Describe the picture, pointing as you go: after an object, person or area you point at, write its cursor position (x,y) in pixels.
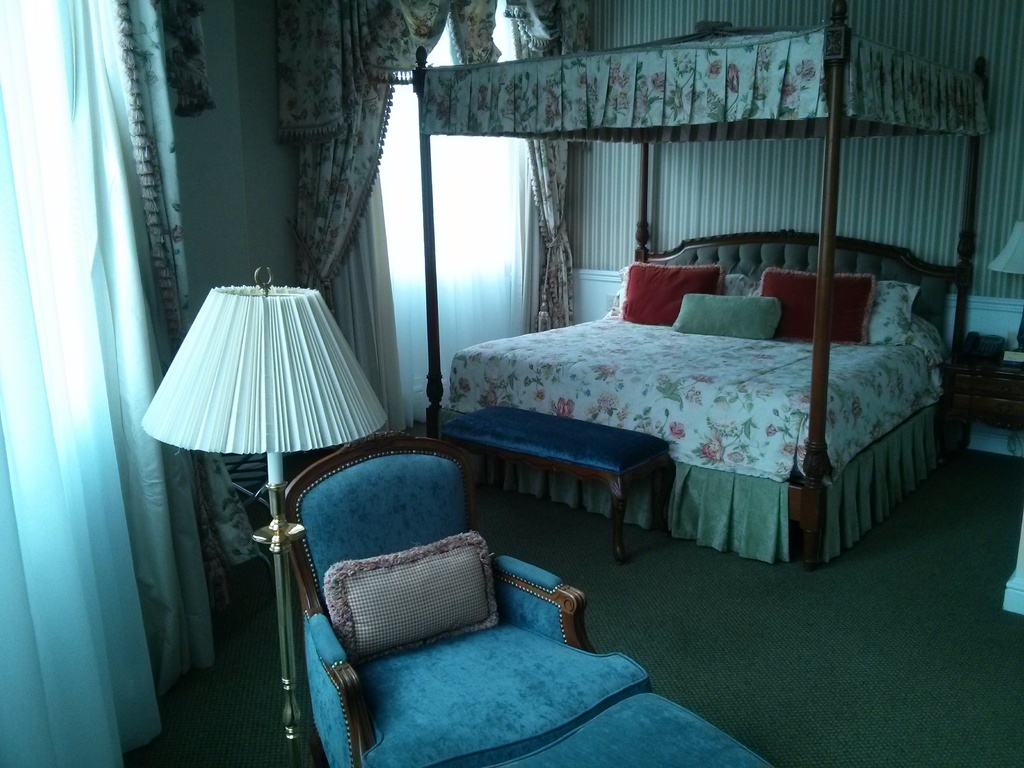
This is an inner view of the room (395,356) where we can see bed (591,346), chair (522,660), lamp (177,366) and curtains (80,366) on the windows (80,366).
